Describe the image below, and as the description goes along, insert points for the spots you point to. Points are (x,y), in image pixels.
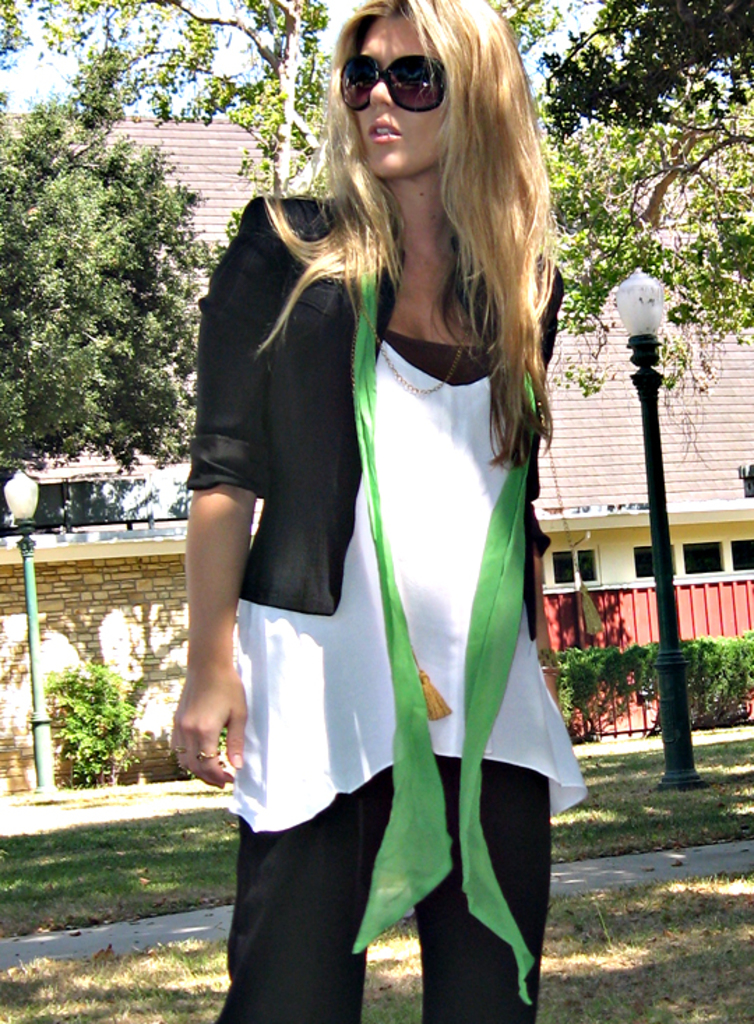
In the picture I can see a woman (335,410) is standing. The woman (349,643) is wearing black and white color clothes (430,596). The background of the image (175,627) is trees (7,349) and buildings (23,716).
